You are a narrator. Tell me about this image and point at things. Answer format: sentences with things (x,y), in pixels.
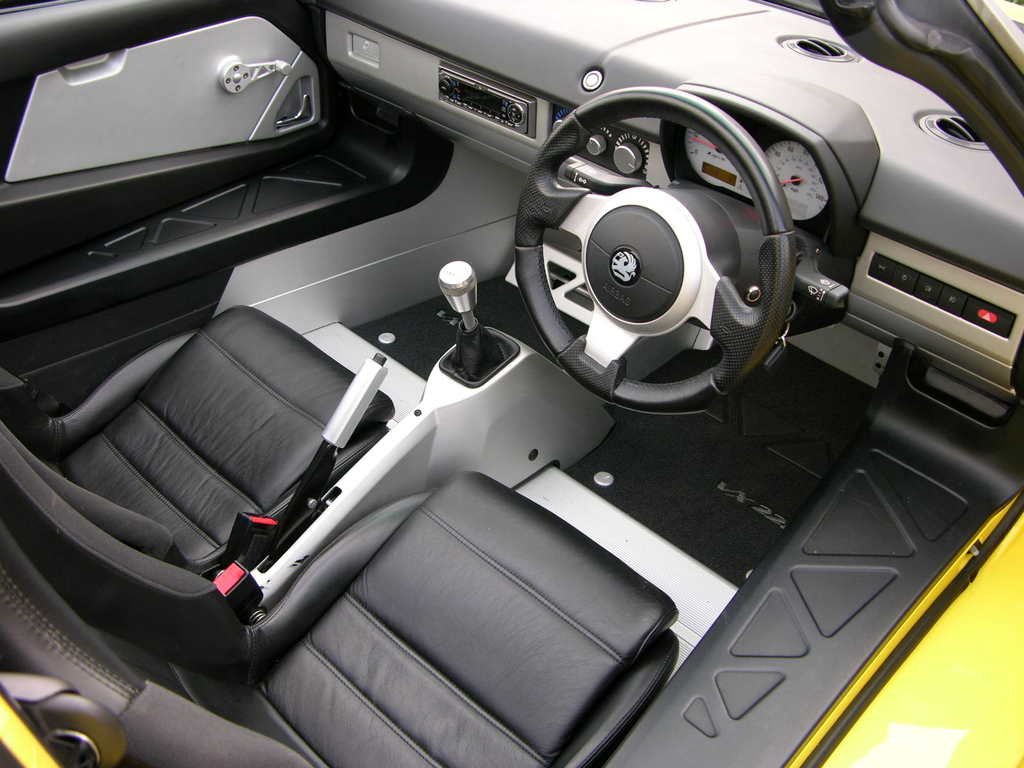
In the image we can see inside of the vehicle (63,328).
